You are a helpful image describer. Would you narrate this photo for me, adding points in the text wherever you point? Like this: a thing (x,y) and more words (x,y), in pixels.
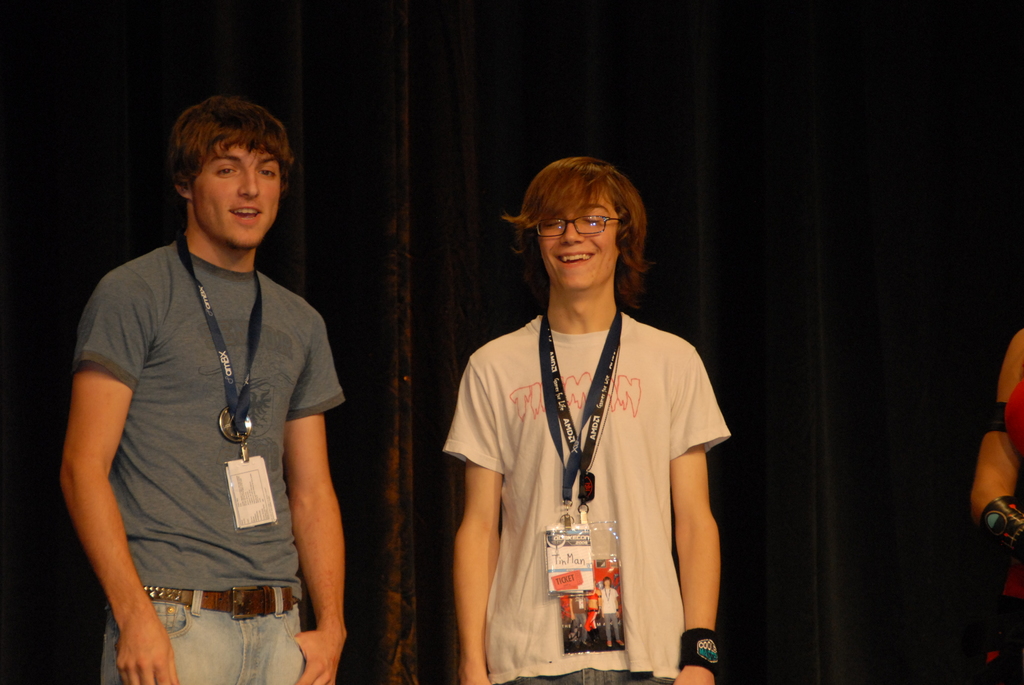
In this image we can see two boys (495,369), both of them are wearing access cards (259,508), behind there is a curtain (449,135), also we can see a truncated person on the right side of the image (982,479).
